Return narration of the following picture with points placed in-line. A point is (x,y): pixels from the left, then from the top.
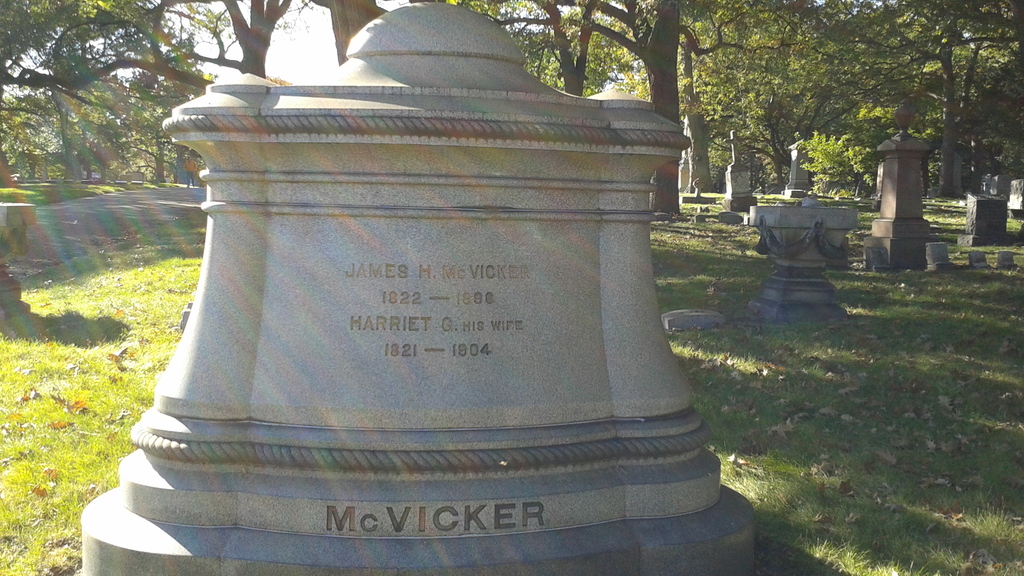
There is a head stone (482,335) which has something written on it and there are few other headstones (820,240) in the right corner (808,199) and there are trees (658,43) in the background (133,25).
